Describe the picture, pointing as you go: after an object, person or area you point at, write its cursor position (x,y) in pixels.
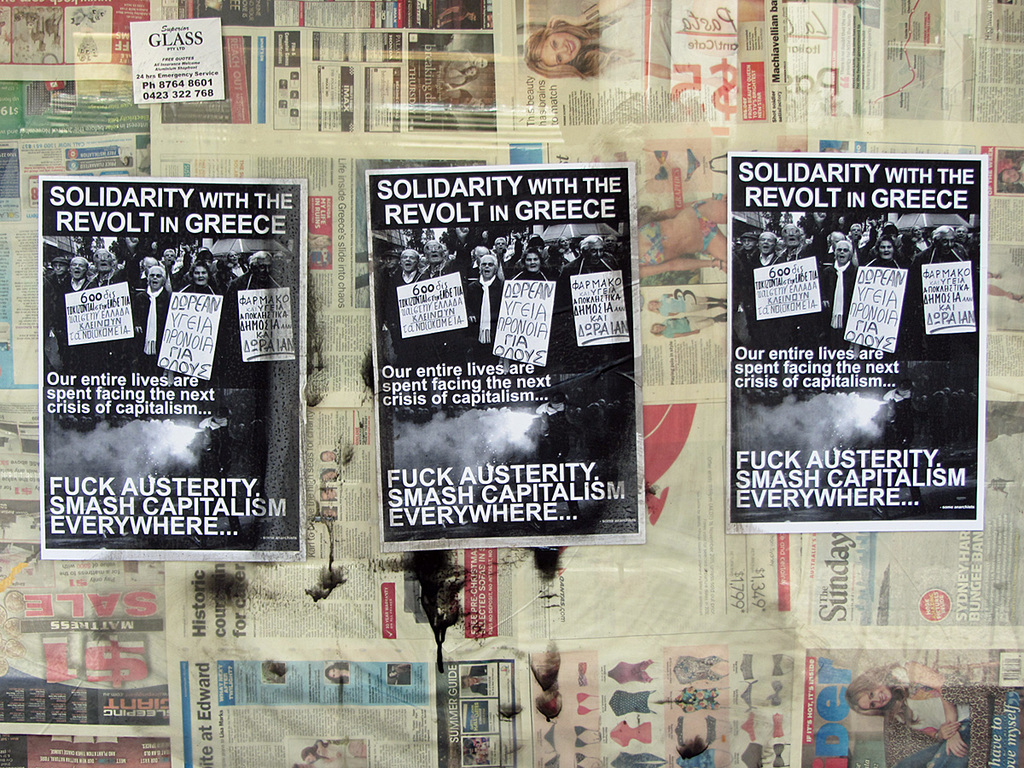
This image consists of many newspapers (596,657) with images (37,93) and text (12,95) on them and in the middle of the image (491,384) there are three posters (298,329) with a few images (193,264) and text (771,479) on them.
